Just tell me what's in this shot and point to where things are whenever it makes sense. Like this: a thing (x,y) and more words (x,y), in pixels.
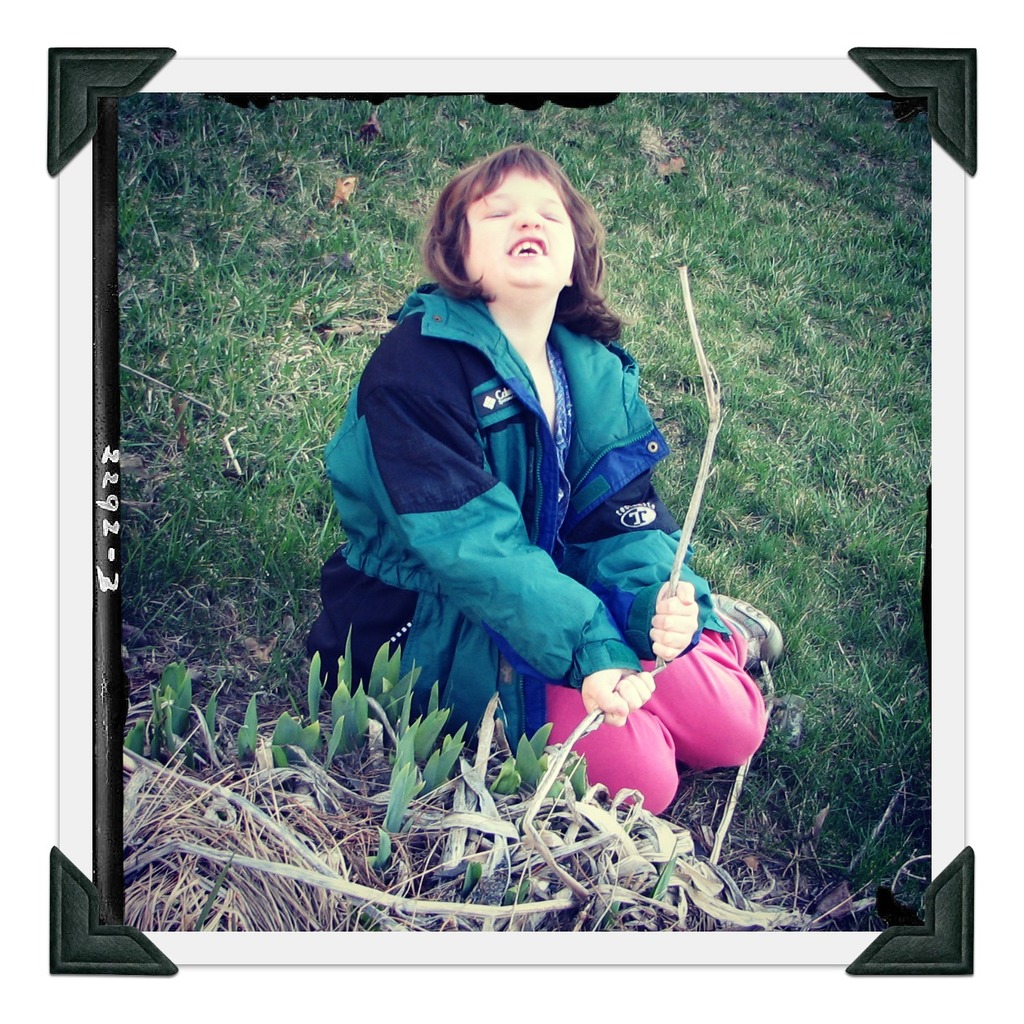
This is an edited image. In this image we can see a girl (615,515) sitting on the ground (303,534) holding the branch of a tree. We can also see grass (328,853) and plants (384,838).
